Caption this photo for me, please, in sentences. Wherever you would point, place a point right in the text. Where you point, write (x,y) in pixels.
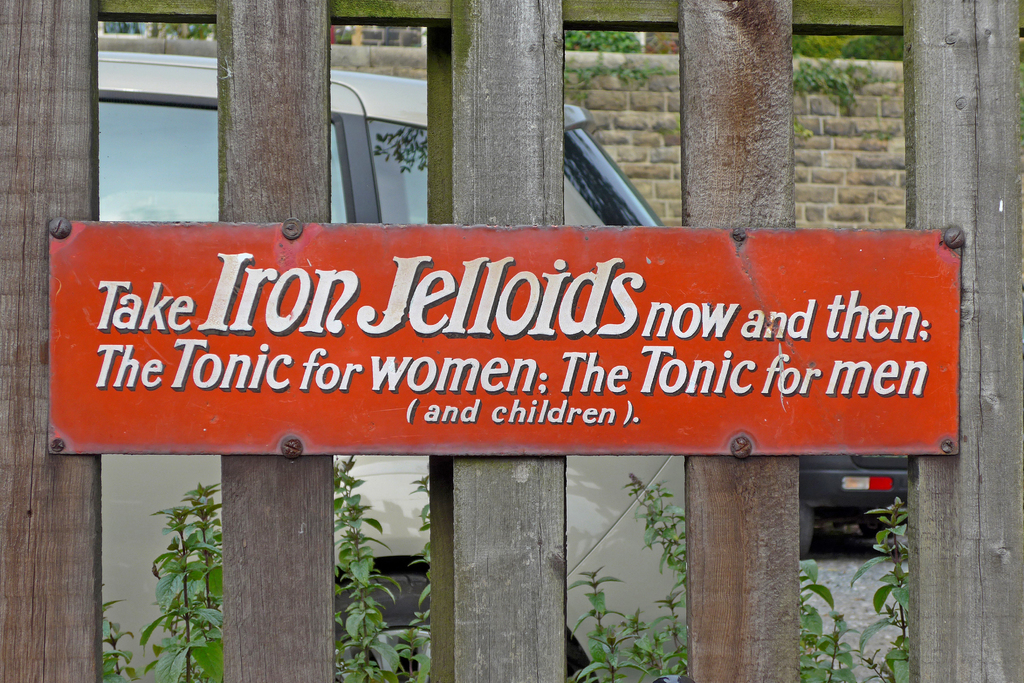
There is a red board (715,308) on a wooden fence (782,45). There are plants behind it. There are vehicles (186,206), brick wall (653,169) and trees (581,31) at the back (596,40).
